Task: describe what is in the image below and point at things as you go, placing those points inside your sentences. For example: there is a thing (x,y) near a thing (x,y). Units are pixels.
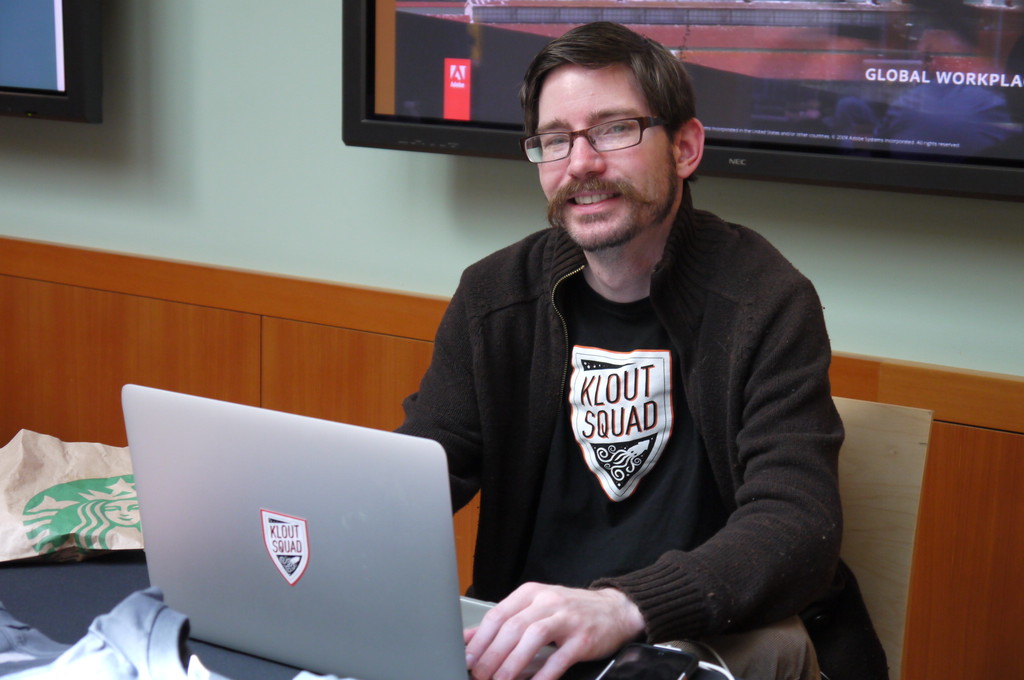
In this image we can see a man (632,216) wearing the glasses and sitting on the chair (880,587) in front of the table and on the table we can see the laptop (329,603), t shirt (146,638) and a paper cover (105,509). In the background (422,132), we can see the televisions (446,102) attached to the wall (217,192). We can also see the text (869,74) on the television screen (830,91).
